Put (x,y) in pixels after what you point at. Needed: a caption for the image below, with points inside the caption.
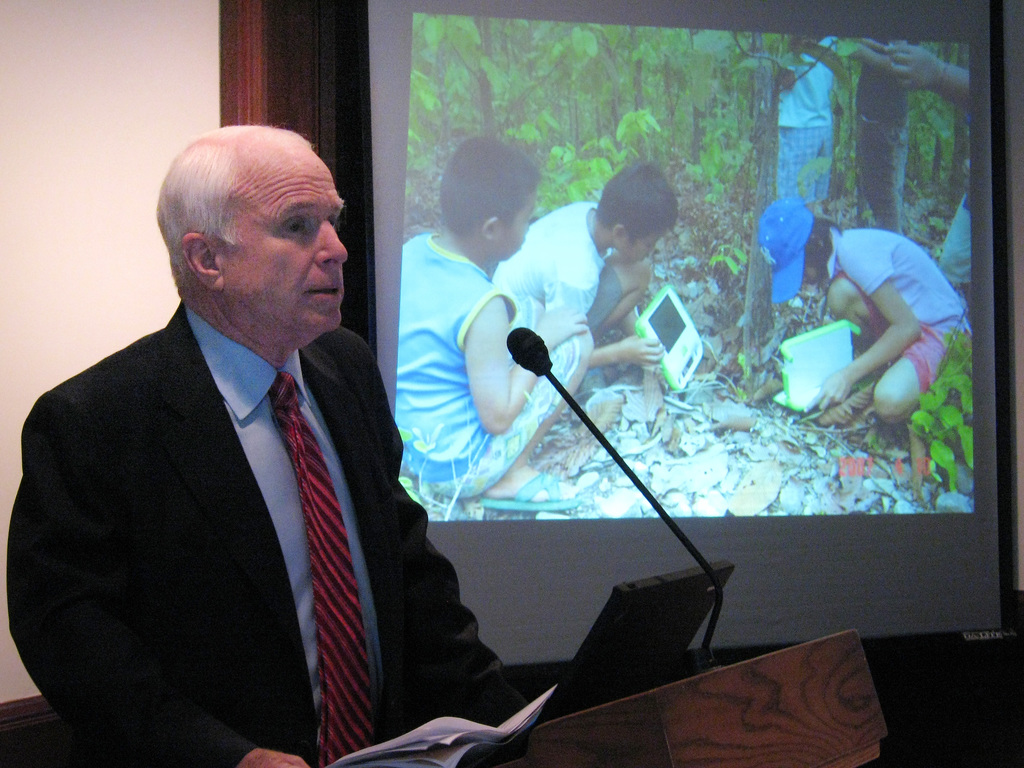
A man (167,560) is present wearing a suit (331,736). There is a microphone (522,353), papers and a screen (606,629). There is a projector display (733,466) at the back (767,315).
